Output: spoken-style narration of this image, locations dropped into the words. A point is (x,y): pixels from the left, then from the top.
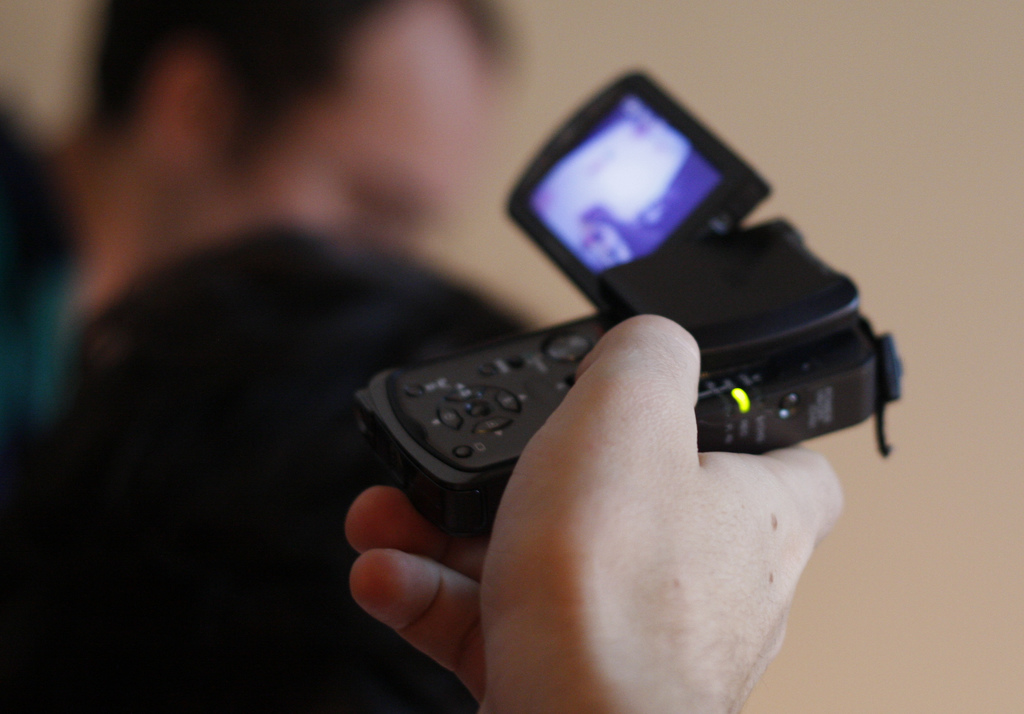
This image consists of a man (646,537) holding a camera (595,327). The camera (595,327) is in black color. In the background (1004,101), we can see a wall (805,90). On the left (125,222), there is a man (121,167). The background (29,379) is blurred.
